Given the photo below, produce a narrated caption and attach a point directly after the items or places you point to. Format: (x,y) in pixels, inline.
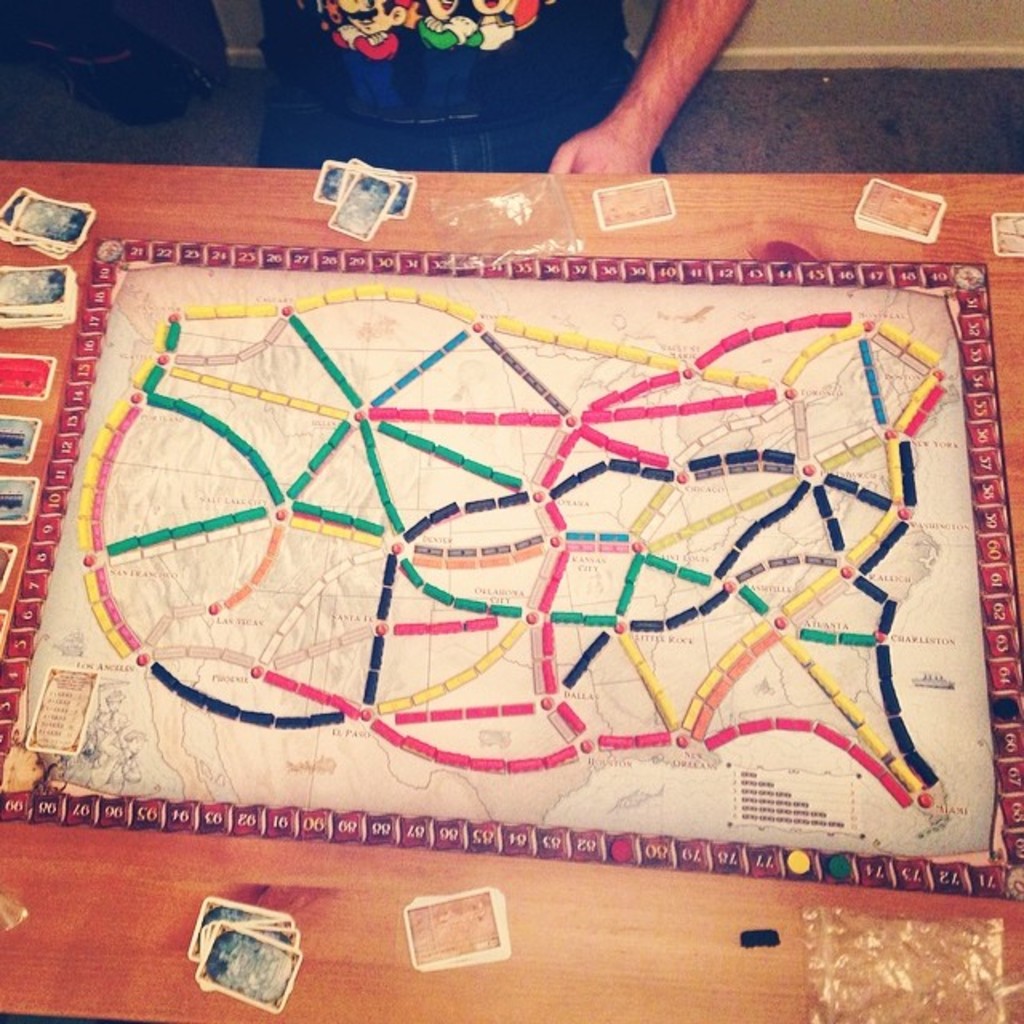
In the middle of the image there is a table (84,980), on the table (26,983) there are some cards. Top of the image (300,131) a man (499,3) is sitting. Behind him there is a wall (948,17).
